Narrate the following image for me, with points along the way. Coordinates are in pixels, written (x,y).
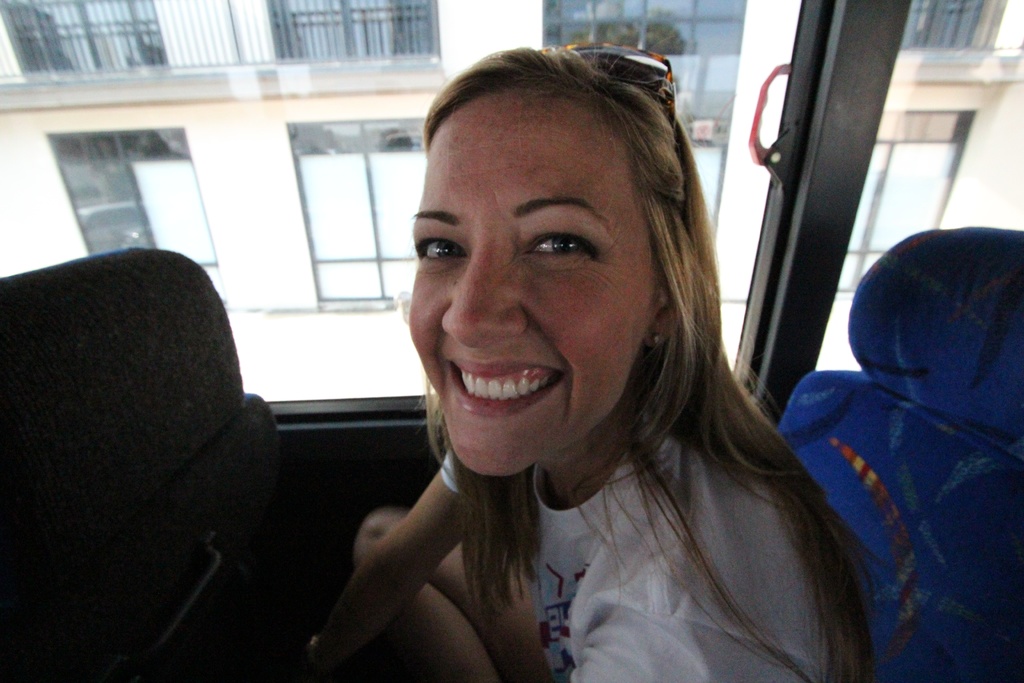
In this picture there is a woman (696,529) wearing white T-shirt (741,531) is sitting and smiling and there is a glass (319,37) beside her and there is a building (418,43) in the background (417,38).
